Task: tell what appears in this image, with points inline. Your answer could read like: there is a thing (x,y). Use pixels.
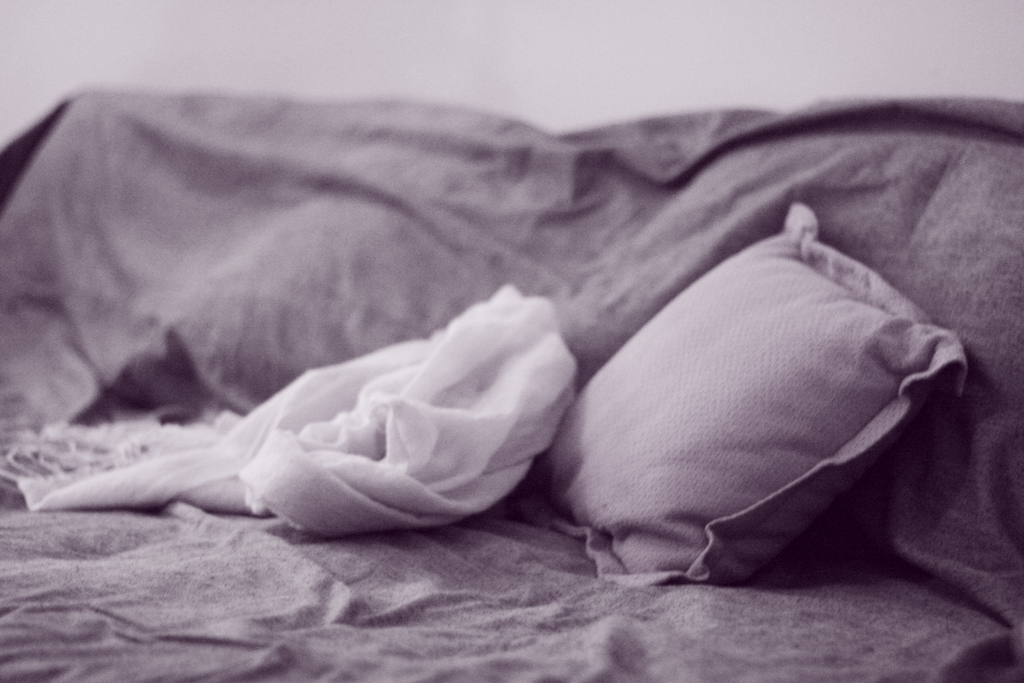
In this image, we can see a pillow (881,376) and there is a white color stole (467,449) beside the pillow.
